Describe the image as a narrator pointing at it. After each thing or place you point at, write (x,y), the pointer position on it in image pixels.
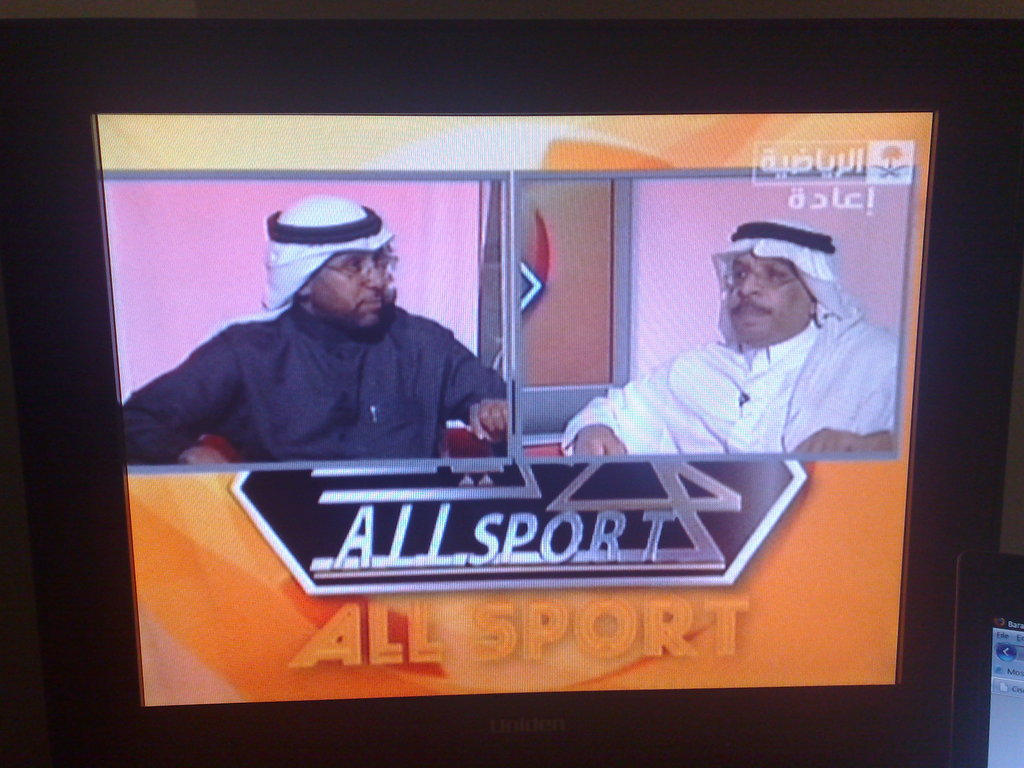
In this image I can see two men (361,411), I can see one is wearing black dress (420,394) and one is wearing white. I can also something is written at few places.
